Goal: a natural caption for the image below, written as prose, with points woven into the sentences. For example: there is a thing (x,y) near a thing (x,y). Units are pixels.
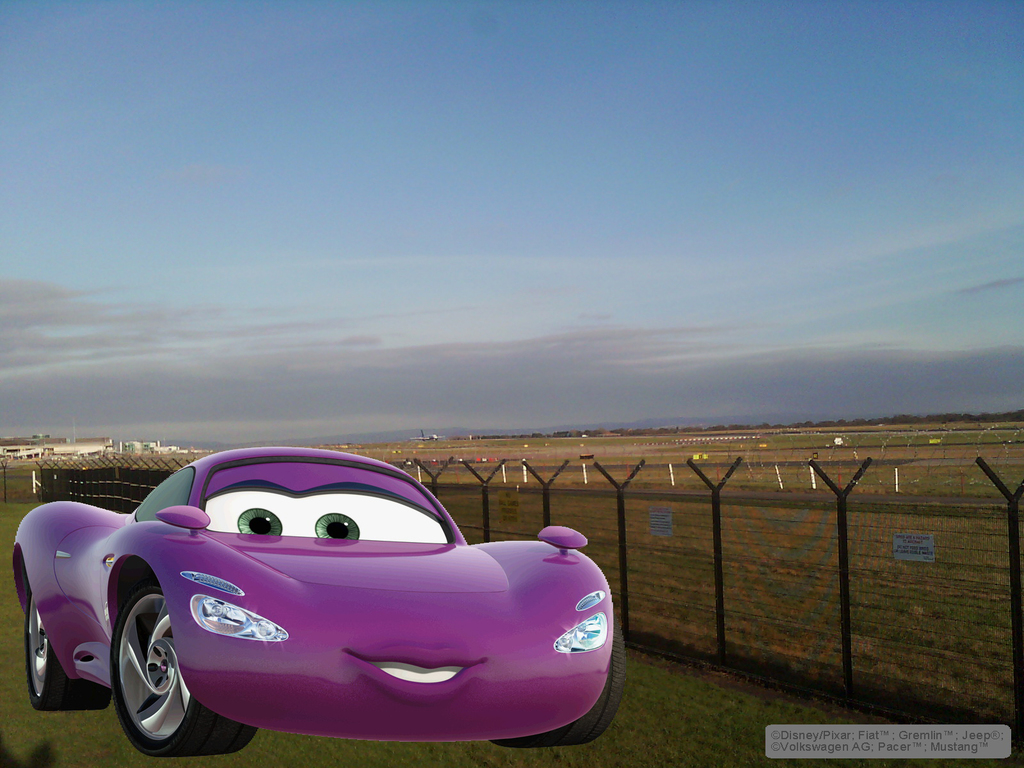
It is an animated image. I can see a car (60,614). On the right side of the image (788,549), this is the fence (489,520). On the left side of the image (73,446), I can see the buildings (87,452). This is the sky (602,245). At the bottom of the image (806,728), there is a watermark (785,741).
